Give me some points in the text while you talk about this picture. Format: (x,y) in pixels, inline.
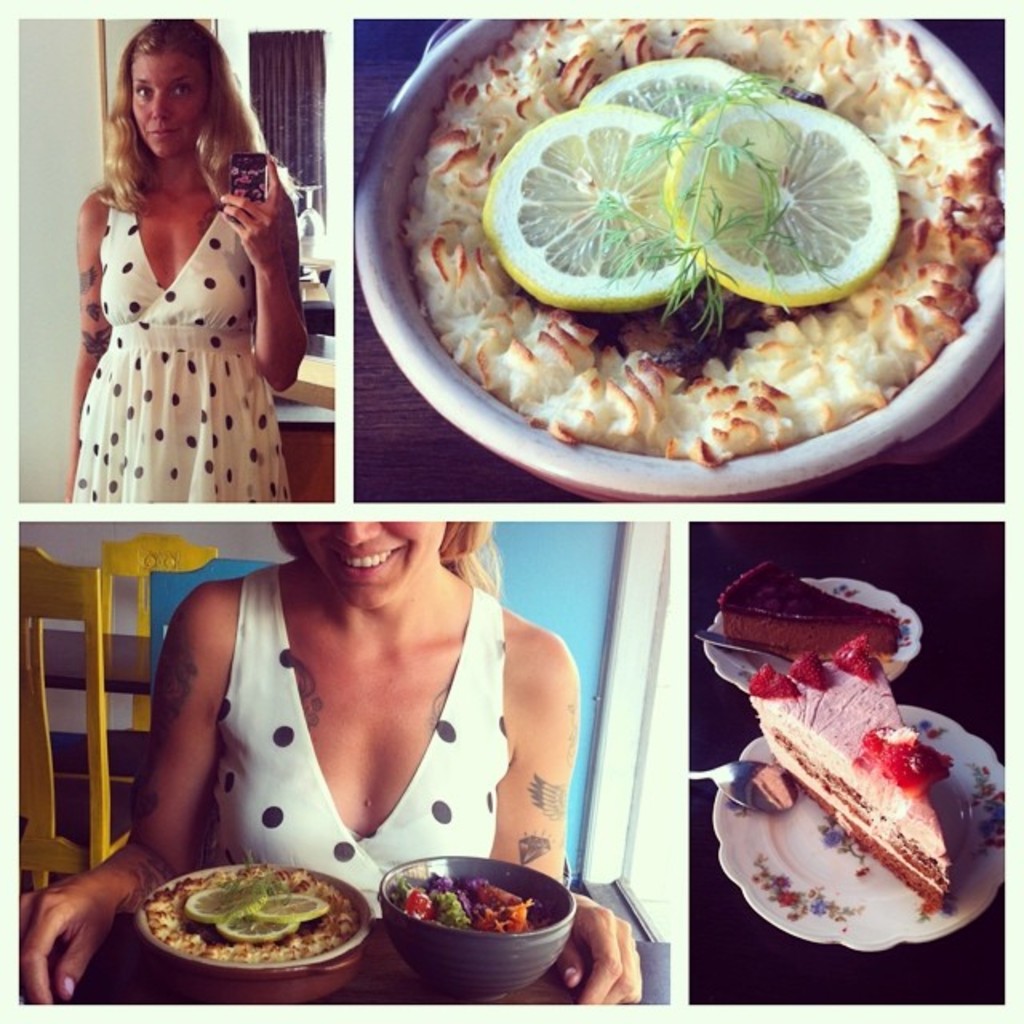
This is a collage picture. I can see food items (844,24) in the bowls (643,349) and on the plates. I can see a person (101,932) sitting on the chair (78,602) and there is another person (138,80) standing and holding an object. There are chairs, tables (840,563) and some other objects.
